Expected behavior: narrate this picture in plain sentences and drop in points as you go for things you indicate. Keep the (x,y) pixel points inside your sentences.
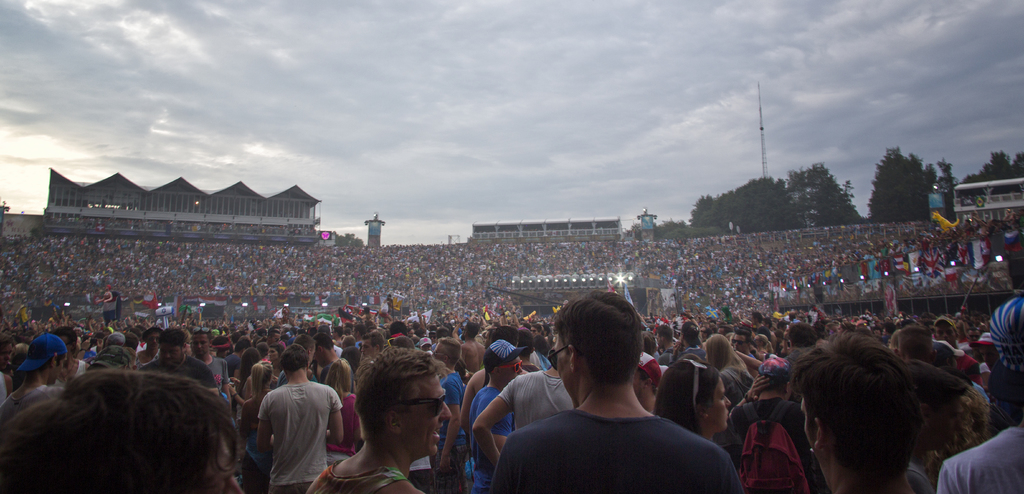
There are many people (577,304). There is a stage (572,290) at the center (564,278) which has lights (545,284). There are trees (891,184), buildings (1009,185) and an electric pole (762,145) at the back (1010,198).
